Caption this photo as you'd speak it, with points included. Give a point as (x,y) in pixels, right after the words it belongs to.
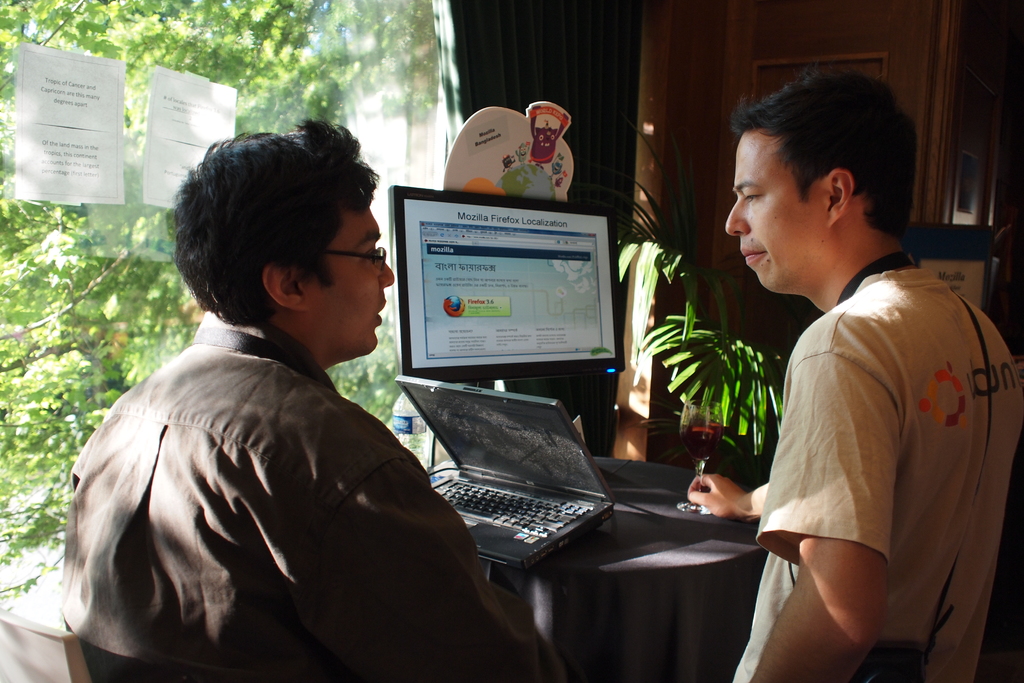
In this image we can see two persons (321,382), among them one person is holding an object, in front them there is a table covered with the cloth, there is a laptop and system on the table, on the left side of the image (8,544) we can see a window (47,584) with some posters (212,91), through the window (18,573) we can see some trees (3,527) and in the background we can see the wall (1018,76).
